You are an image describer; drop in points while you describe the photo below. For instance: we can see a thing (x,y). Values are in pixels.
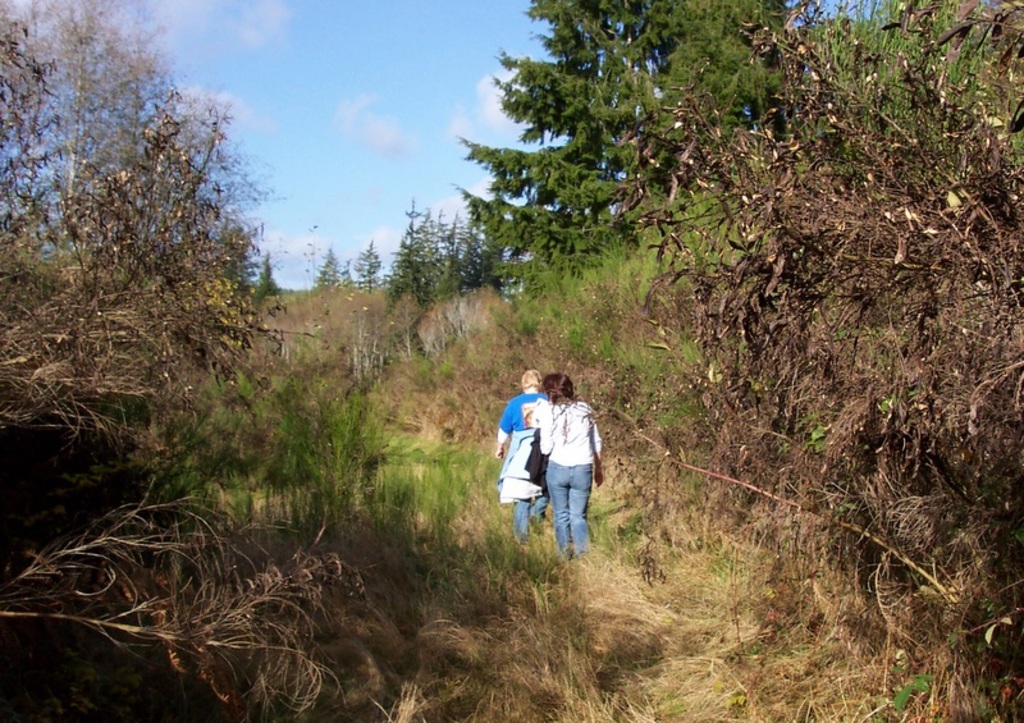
In this picture we can see two persons (550,451) walking here, at the bottom (603,604) there is grass (629,663), on the right side (861,367) and left side (123,350) we can see some trees (695,296), there is the sky (491,115) at the top of the picture (391,42).
